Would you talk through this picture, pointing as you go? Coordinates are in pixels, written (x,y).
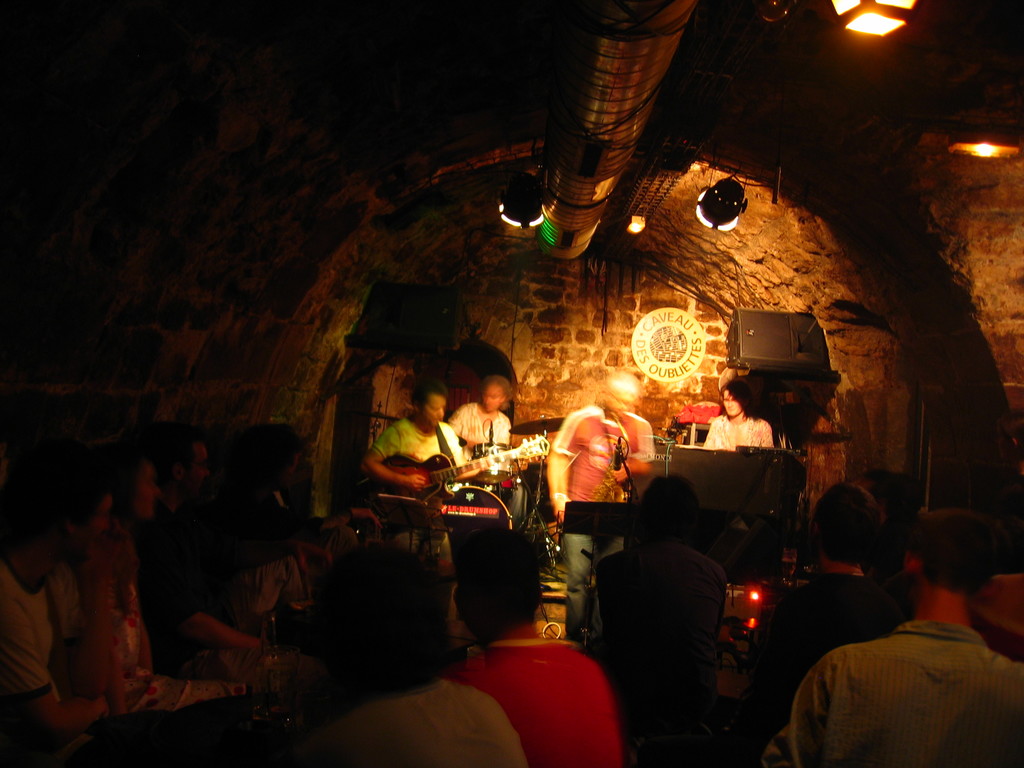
In the foreground of the image (182,432), there are group of people (978,618) sitting at the bottom (572,719) and few (383,474) are sitting on the chair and playing musical instruments (485,463). And one person (606,410) is standing and playing a saxophone (611,486). At the top (846,221) it is like a cave (827,214) and a duct (568,187) is there and lights (724,210) are fixed to it. In the background (700,333) board (700,339) is visible and speakers (804,368) are visible. This image is taken inside a cave (978,386) during night time.
